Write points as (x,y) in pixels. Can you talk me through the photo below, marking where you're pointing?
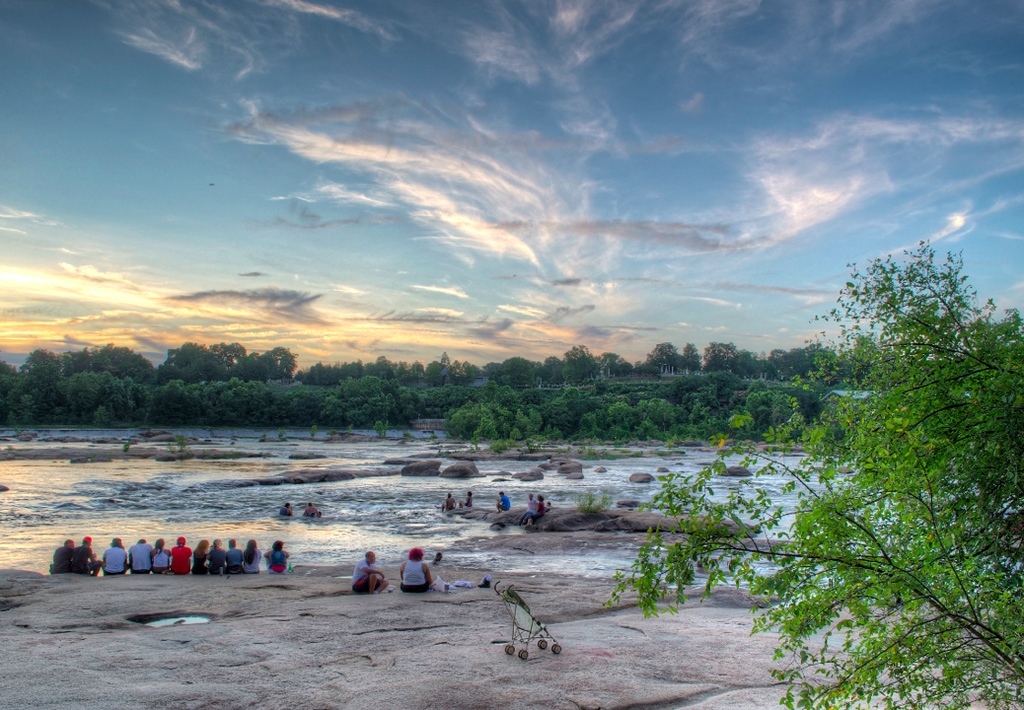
In this image I can see number of trees (562,384), clouds (266,310), the sky (272,274), water (166,509) and I can also see number of people (364,589) are sitting.
